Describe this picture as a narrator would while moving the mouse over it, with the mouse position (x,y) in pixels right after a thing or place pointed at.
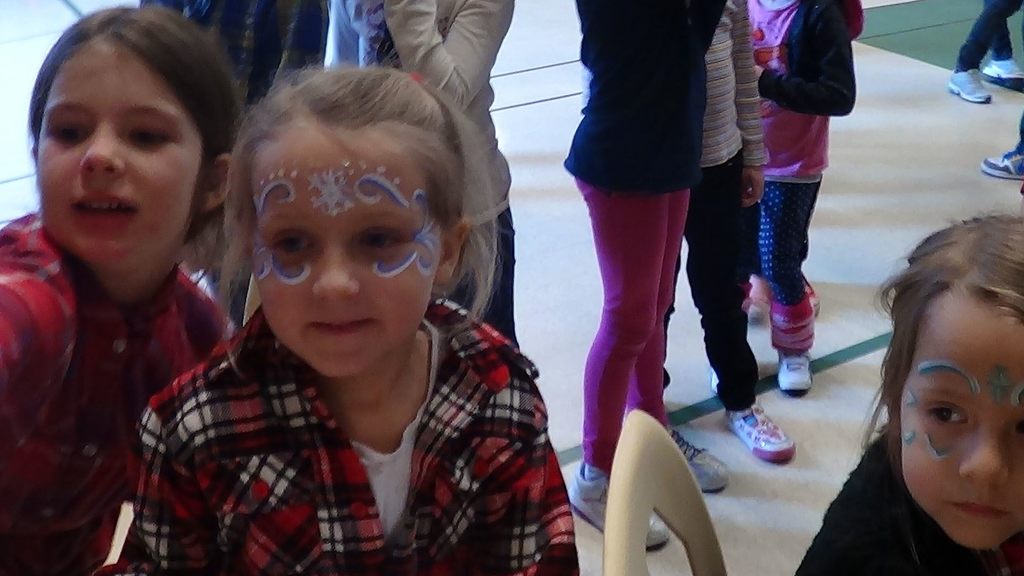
In the picture we can see some children (385,330) with some costumes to their faces (345,374) and behind them we can see some children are standing on the floor (547,183).
